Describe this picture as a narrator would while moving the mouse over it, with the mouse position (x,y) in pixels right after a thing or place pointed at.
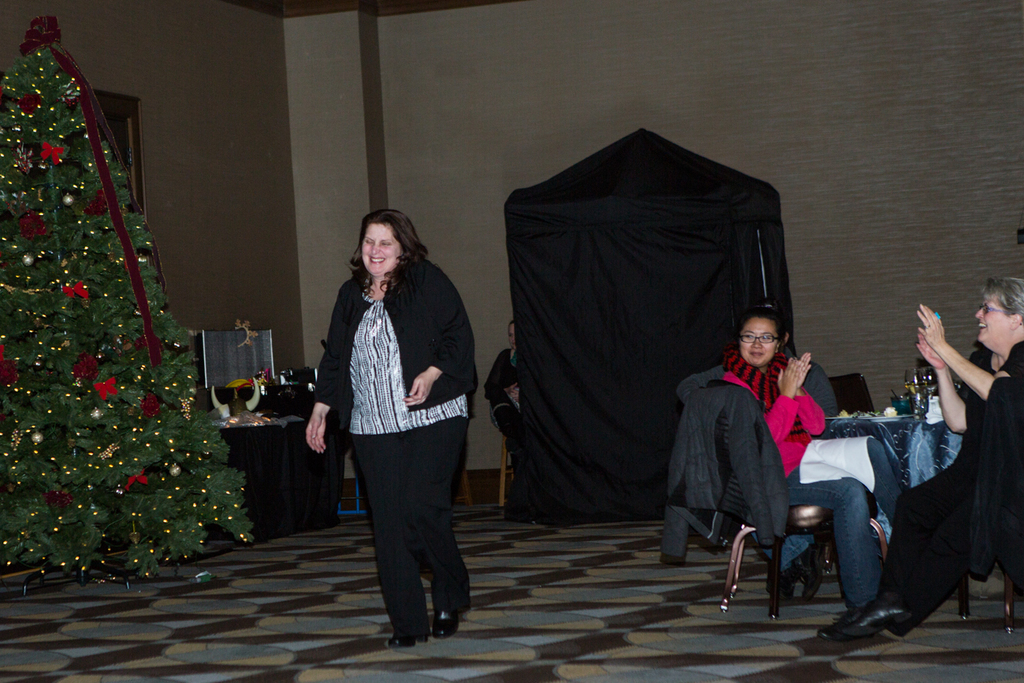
In the image we can see there is a woman (413,406) standing on the floor (362,568), there are other people (1005,356) sitting on the chair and on the table (935,430) there is wine glass (931,397) kept on the table (916,431). Behind there is a decorated christmas tree (80,430) kept on the floor (247,642).
